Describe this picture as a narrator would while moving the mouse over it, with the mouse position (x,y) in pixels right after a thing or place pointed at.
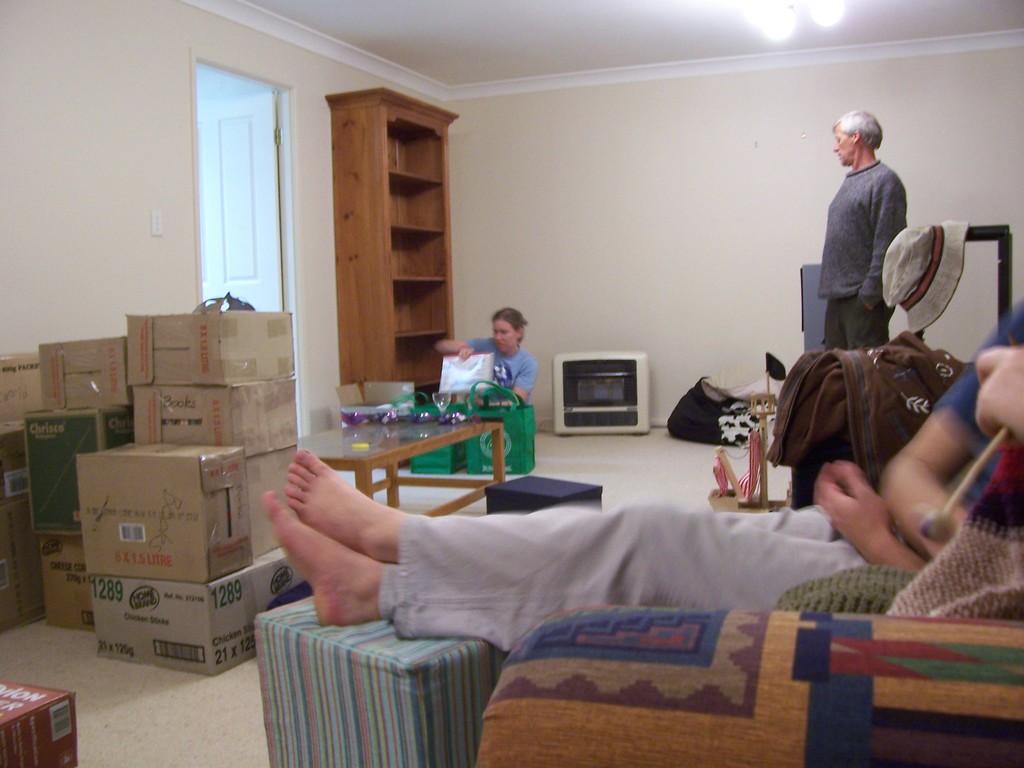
In this image, There is a chair (940,725) which is in yellow color and there is a person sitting on the chair (652,632), In the left side (196,577) there are some brown color paper boxes (175,485) and there is a table (377,463) which is in brown color there are some objects (394,407) kept on the table (398,428), In the background (554,222) there is a white color wall (560,221) and there is a person (832,215) standing.
